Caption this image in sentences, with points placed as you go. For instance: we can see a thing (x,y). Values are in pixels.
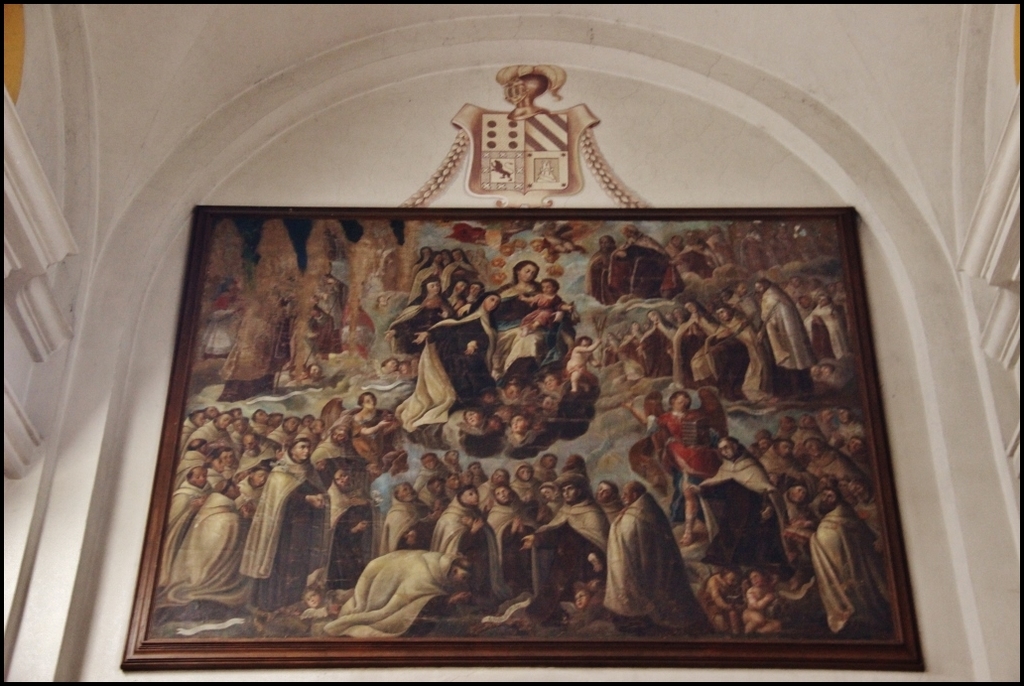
In the image there is a frame (229,212) with painting (547,451). And the frame (214,227) is on the wall (345,120).
